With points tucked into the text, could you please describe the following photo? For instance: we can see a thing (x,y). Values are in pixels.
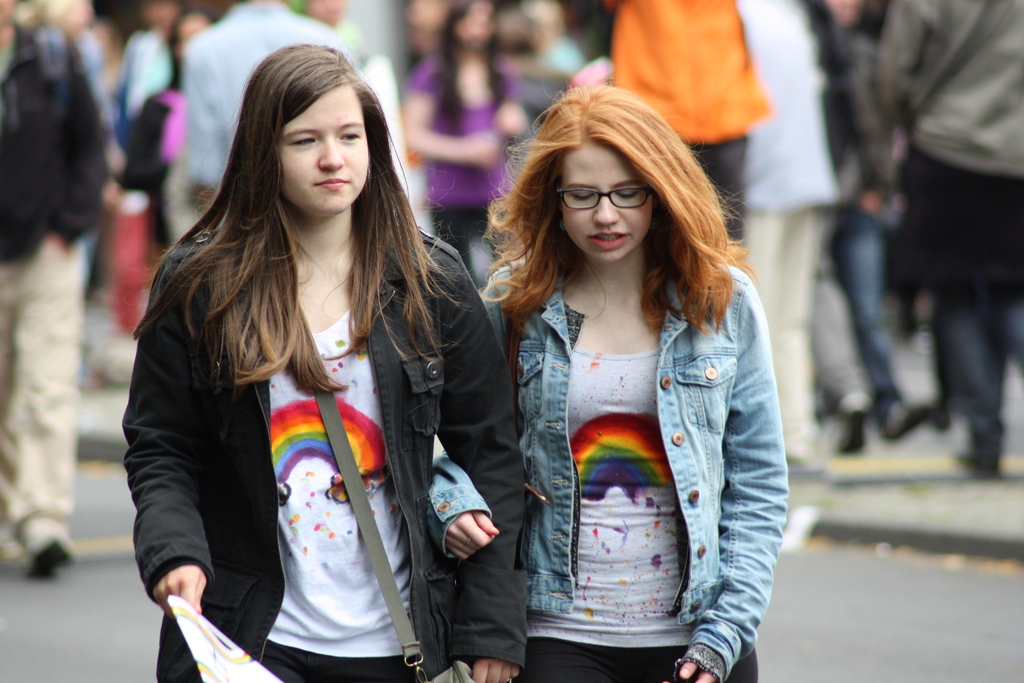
This picture is clicked outside. In the foreground (569,385) we can see the two women (578,220) wearing jackets (504,421) and seems to be walking. In the background (891,89) we can see the group of people (52,262) seems to be walking on the ground (975,494).
